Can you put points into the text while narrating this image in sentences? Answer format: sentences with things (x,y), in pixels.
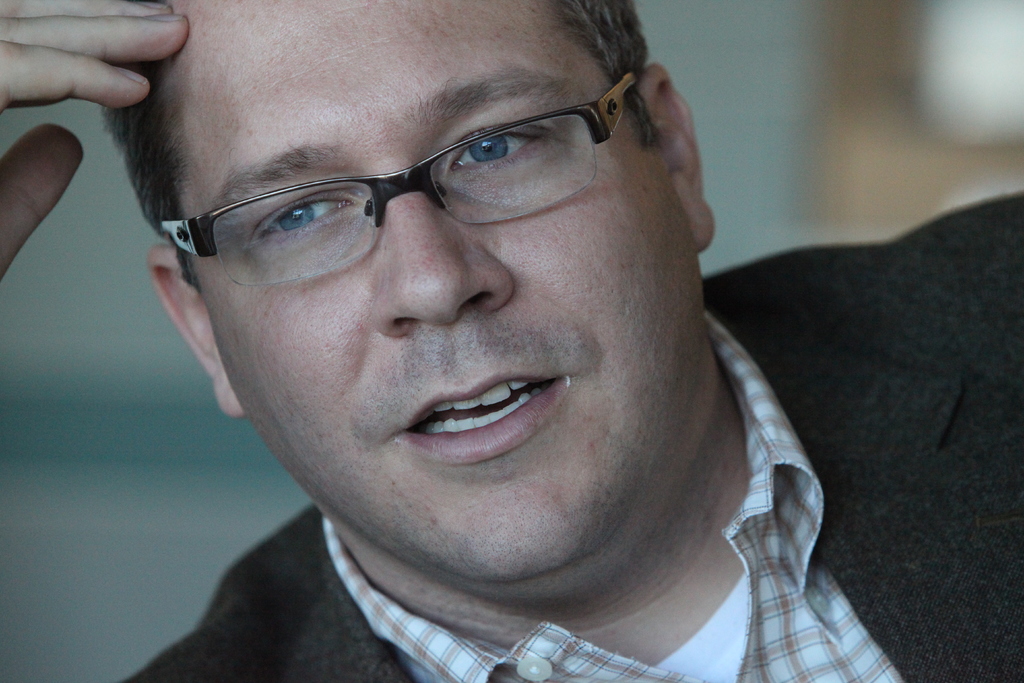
In this image we can see a man (484,376) and he wore spectacles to his eyes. In the background (10,336) the image is blur.
